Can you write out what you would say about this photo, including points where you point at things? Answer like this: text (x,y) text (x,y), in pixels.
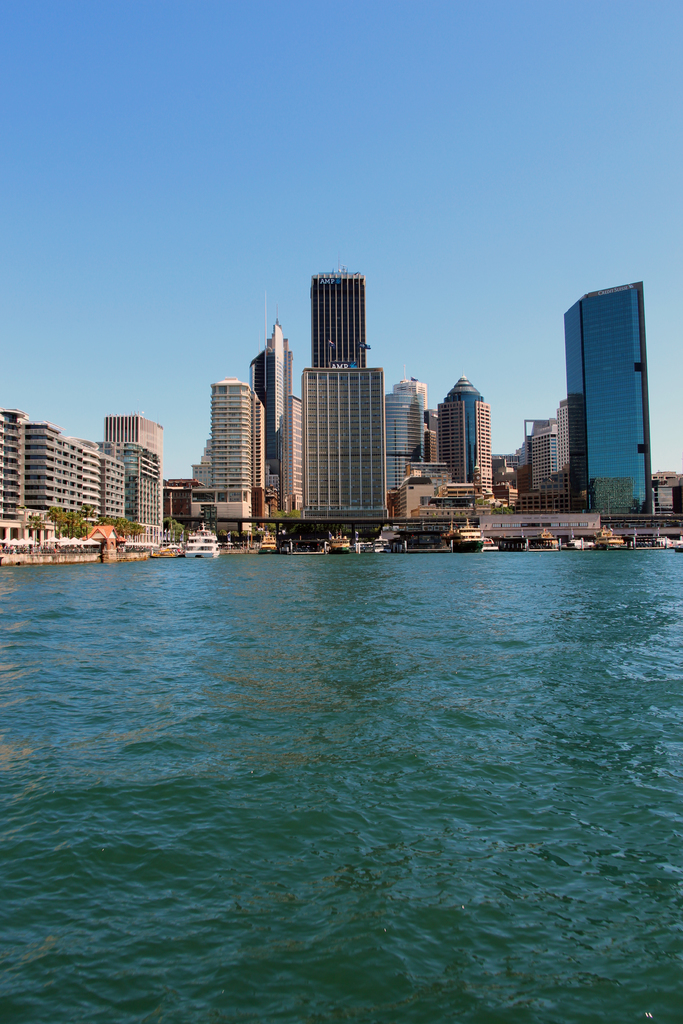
In this image there is a river (574,598) on that river (212,588) there are boats (591,544), in the background (272,486) there are buildings (399,441) and the sky (331,104).
